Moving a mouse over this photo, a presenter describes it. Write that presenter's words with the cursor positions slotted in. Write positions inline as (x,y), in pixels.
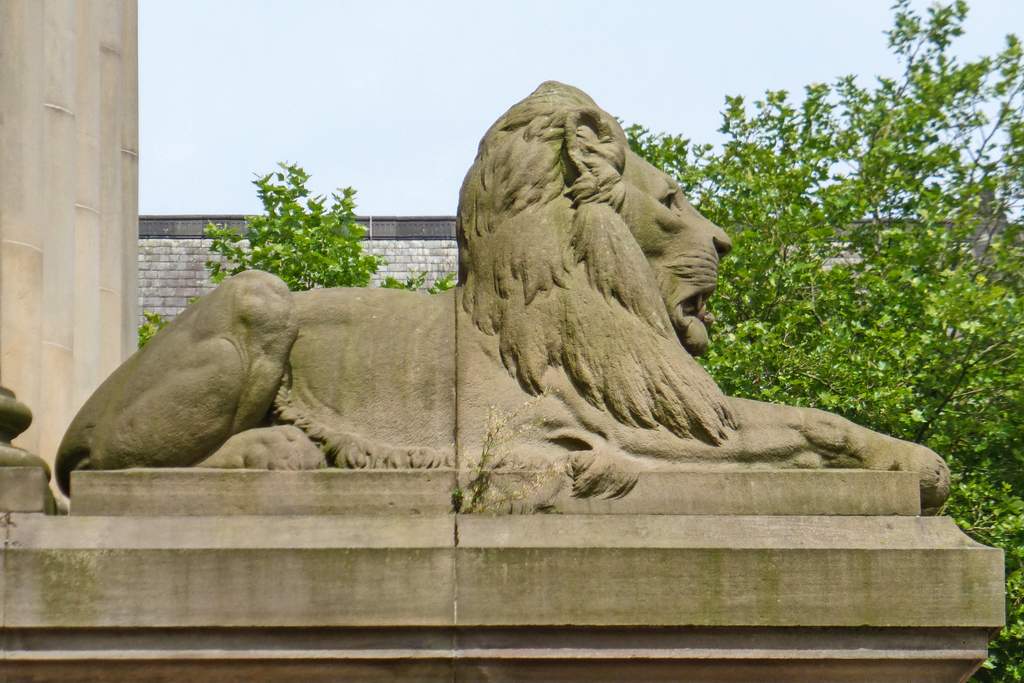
In this image there is a sculpture (478,320) of a lion (395,425) on the wall (449,580). Behind it there are plants (824,249). In the background (418,250) there is a wall (418,250). At the top (394,44) there is the sky (459,40). To the left (87,166) there pillars (50,222).
